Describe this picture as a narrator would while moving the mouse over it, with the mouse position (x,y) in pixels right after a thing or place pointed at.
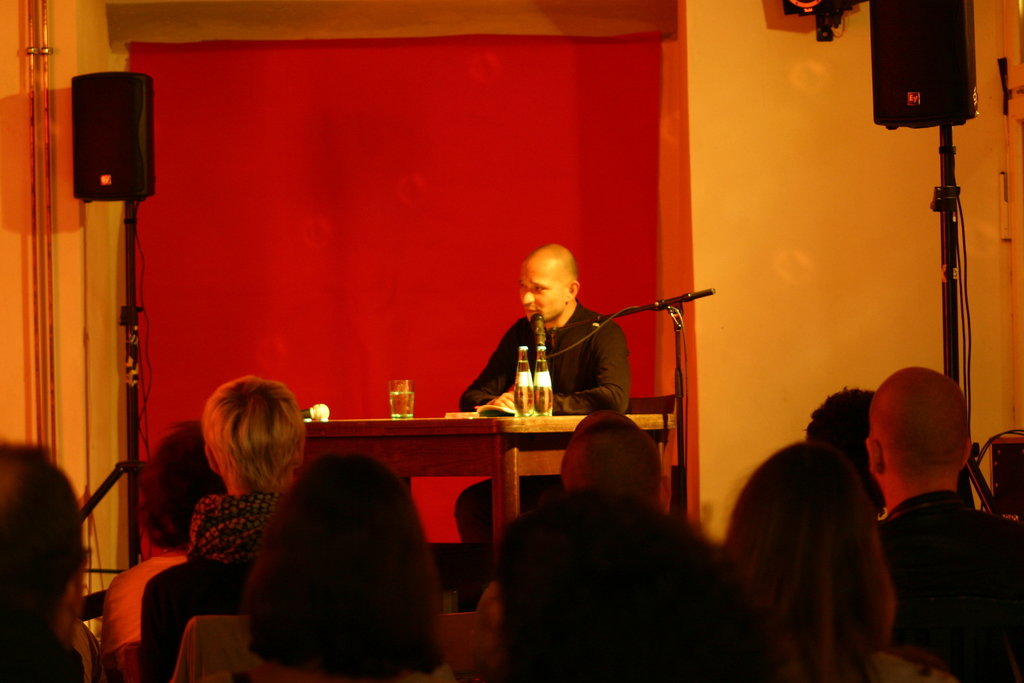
In this picture in the front (307,521) there are persons (389,551) sitting. In the center (476,436) there is a table (466,427), on the table (455,425) there are bottles (540,404) and there is a glass (407,404) and there is a mic (680,373) and there is a person (581,337) speaking in front of the mic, there are speakers (125,160) which are black in colour and in the background (837,154) there is a wall (852,154) and on the wall (734,97) there is an object (817,19) which is black in colour and there are pipes (31,144).
